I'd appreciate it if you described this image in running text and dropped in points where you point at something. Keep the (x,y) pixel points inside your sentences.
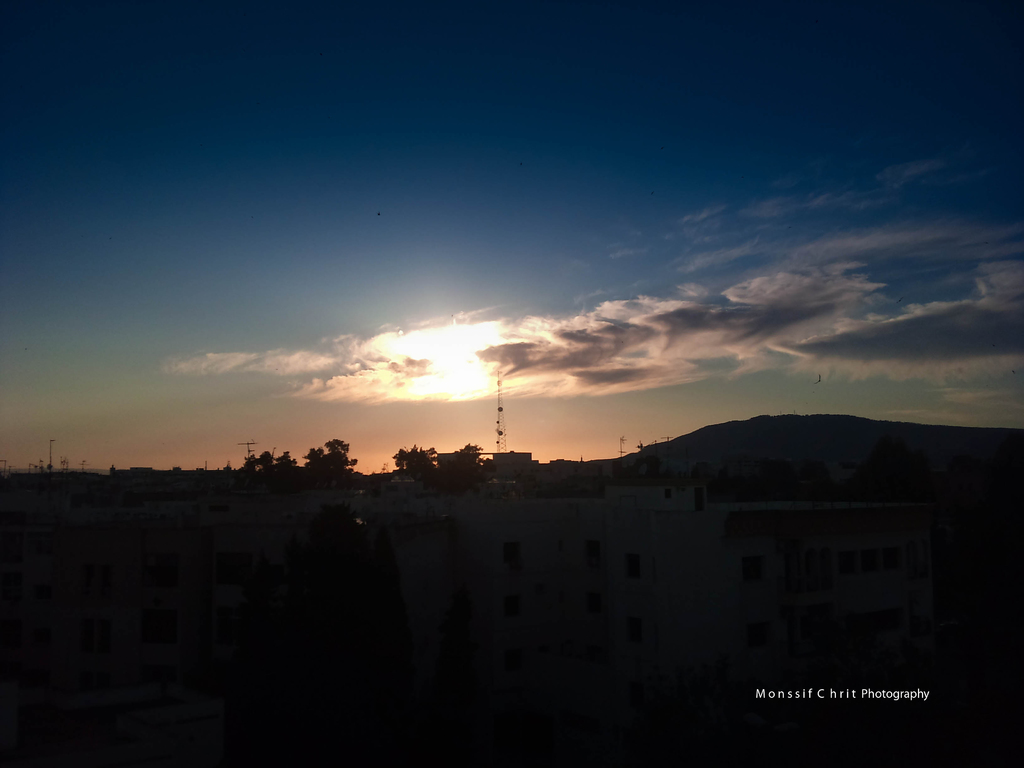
In this image there are buildings (489,601). In the background (330,476) there are trees (313,469), poles (51,445) and mountains (739,431). At the top (503,172) there is the sky (614,168). In the bottom right (791,698) there is text (883,697) on the image. At the bottom of the image (909,715) it is dark.
